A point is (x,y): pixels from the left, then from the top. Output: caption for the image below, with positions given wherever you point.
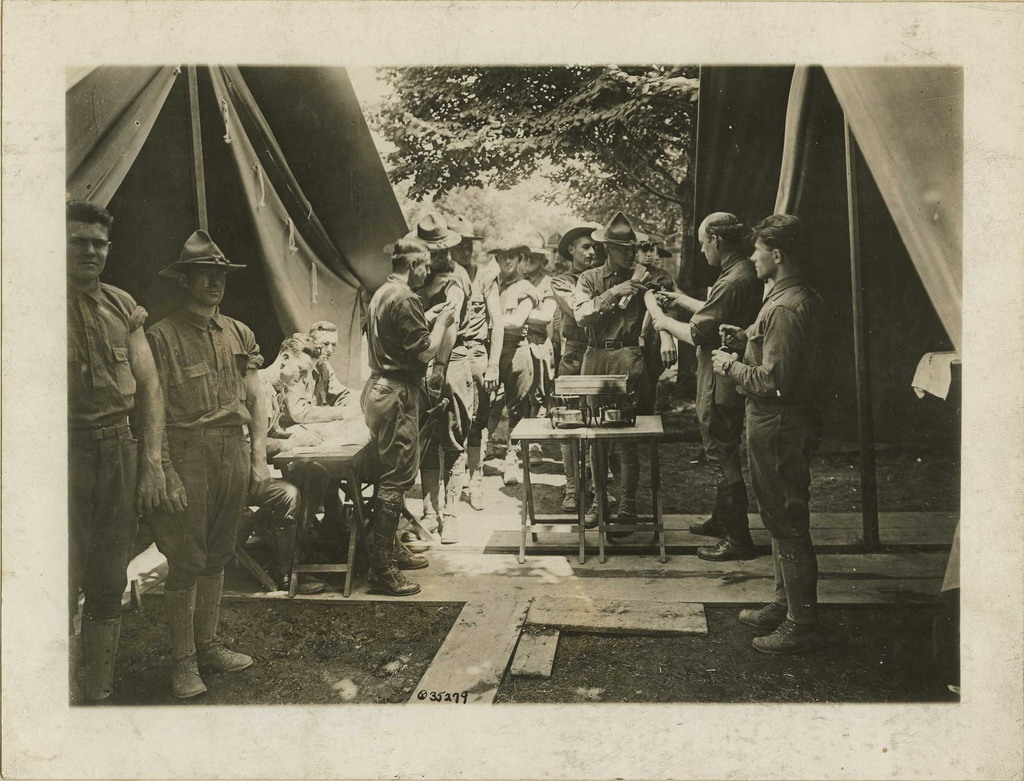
This image looks like a photo frame, in which I can see a group of people (804,409) are standing on the ground (499,524), in front of tables (552,526). In the background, I can see tents (386,235), wooden objects (484,553) and trees (446,161).
